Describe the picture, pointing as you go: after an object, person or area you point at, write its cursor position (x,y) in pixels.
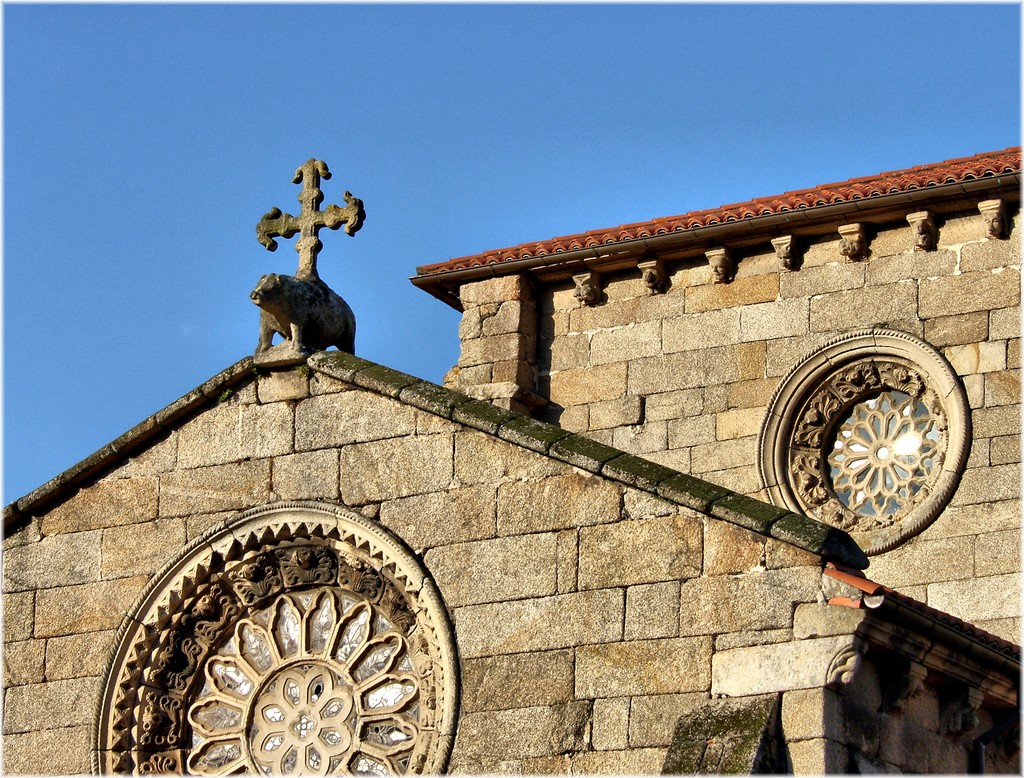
In this image we can see a building (560,567), on the building (252,432) we can see a sculpture (307,299), in the background (509,206) we can see the sky (511,190).
